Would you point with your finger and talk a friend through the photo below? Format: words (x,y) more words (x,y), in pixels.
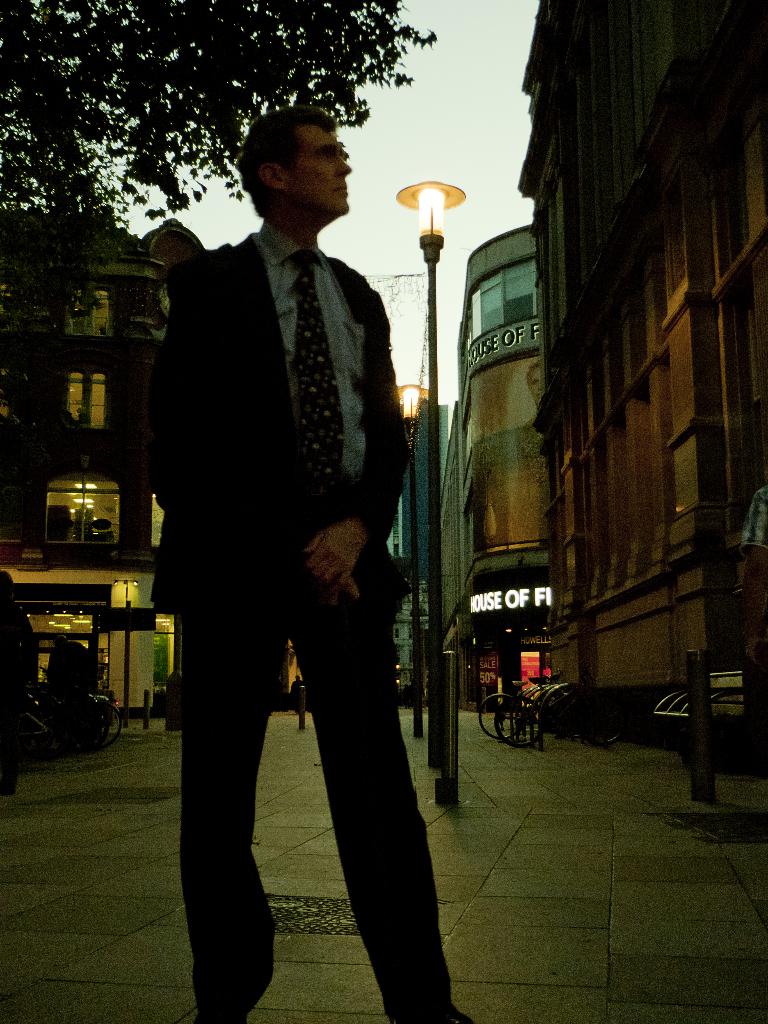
In this image I can see a person (295,600) standing in the center of the image (294,472) facing towards the right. I can see buildings (118,592) on both sides of the image. I can see some light poles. I can see a tree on the left hand side of the image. The background (476,121) is dark.
